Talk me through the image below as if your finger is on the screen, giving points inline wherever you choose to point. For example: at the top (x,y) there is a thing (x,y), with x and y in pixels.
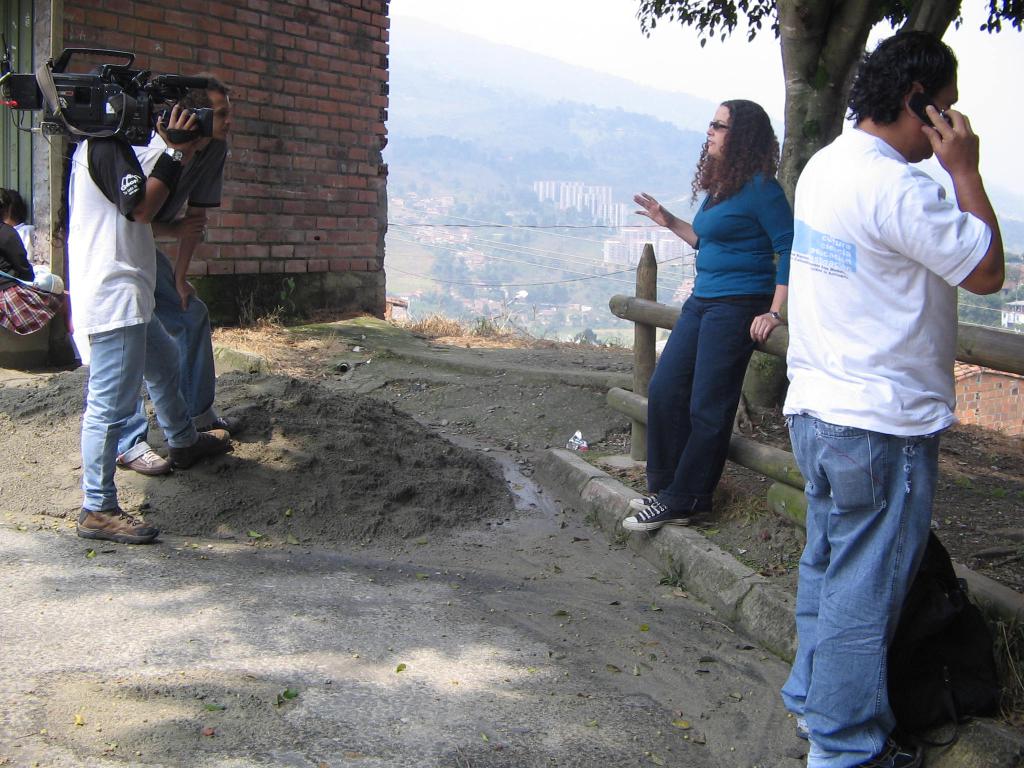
In this image we can see there is a group of people (990,227) standing, one among them is holding a video camera (60,104) and the person (797,722) to the right (826,747) is talking on the phone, behind them there is a house (18,62) and a tree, in the background (534,298) there are mountains (398,241), buildings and trees (540,315).
